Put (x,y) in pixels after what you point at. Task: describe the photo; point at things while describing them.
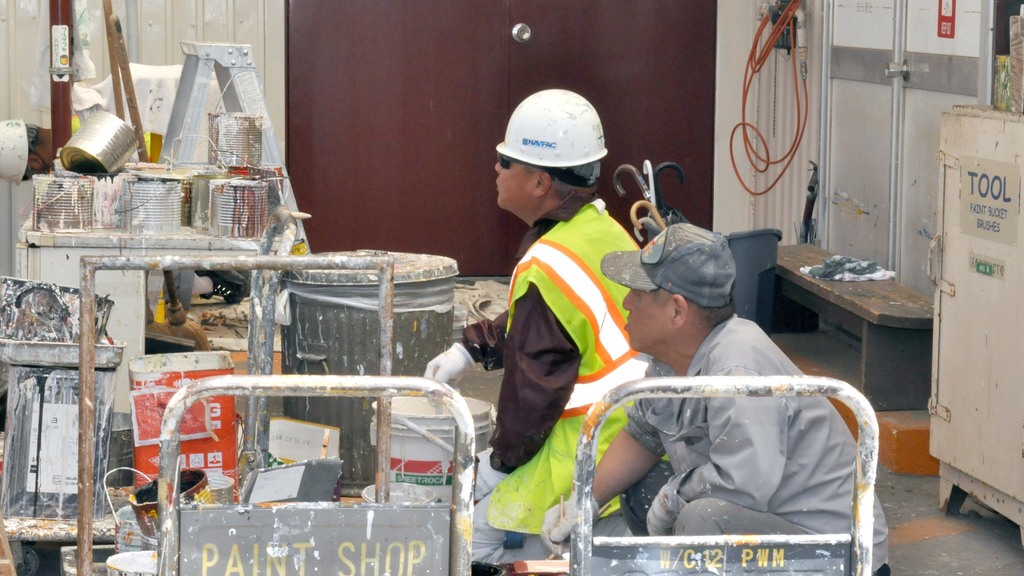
This picture describes about group of people (578,174), a person (503,196) wore helmet (515,129), in front of them we can find few buckets (184,179), plastic covers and carts (471,467), behind them we can see a bin (754,244), table (873,361) and few pipes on the wall (794,112).
